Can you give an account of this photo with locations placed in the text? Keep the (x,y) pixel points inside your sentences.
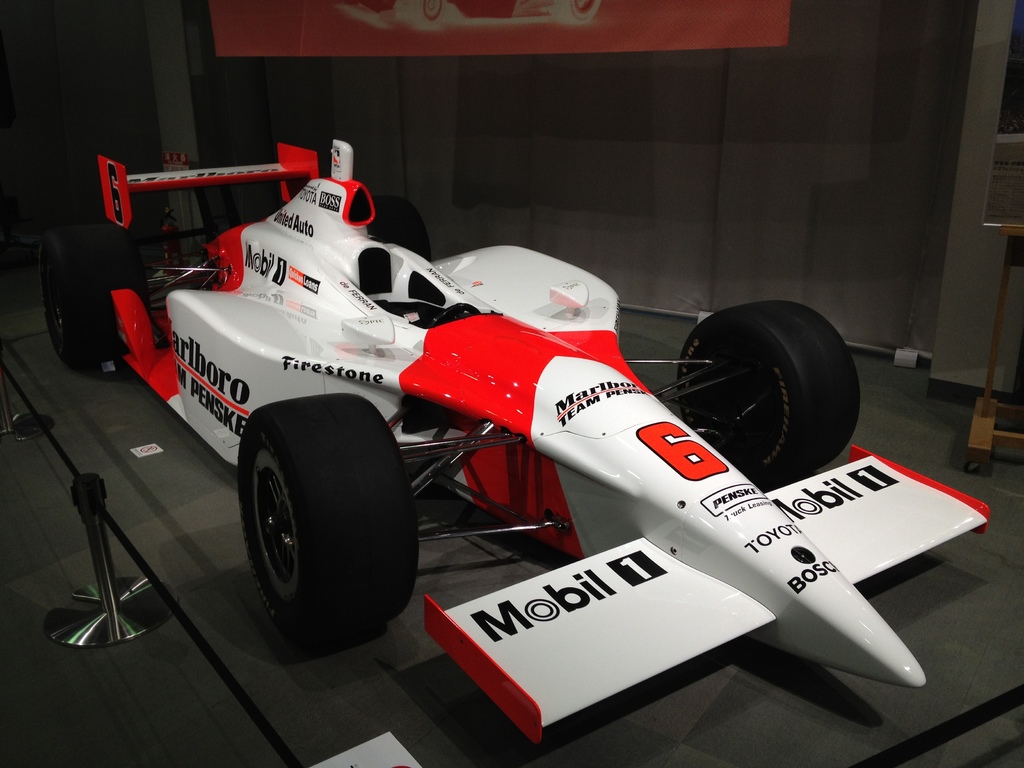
In this image I can see the sports car (469,374) which is red, white and black in color on the floor (234,465). I can see few poles (99,529) and a black colored ribbon (190,635) to the poles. In the background (736,125) I can see the wall (640,148) and a red colored banner (615,26).
